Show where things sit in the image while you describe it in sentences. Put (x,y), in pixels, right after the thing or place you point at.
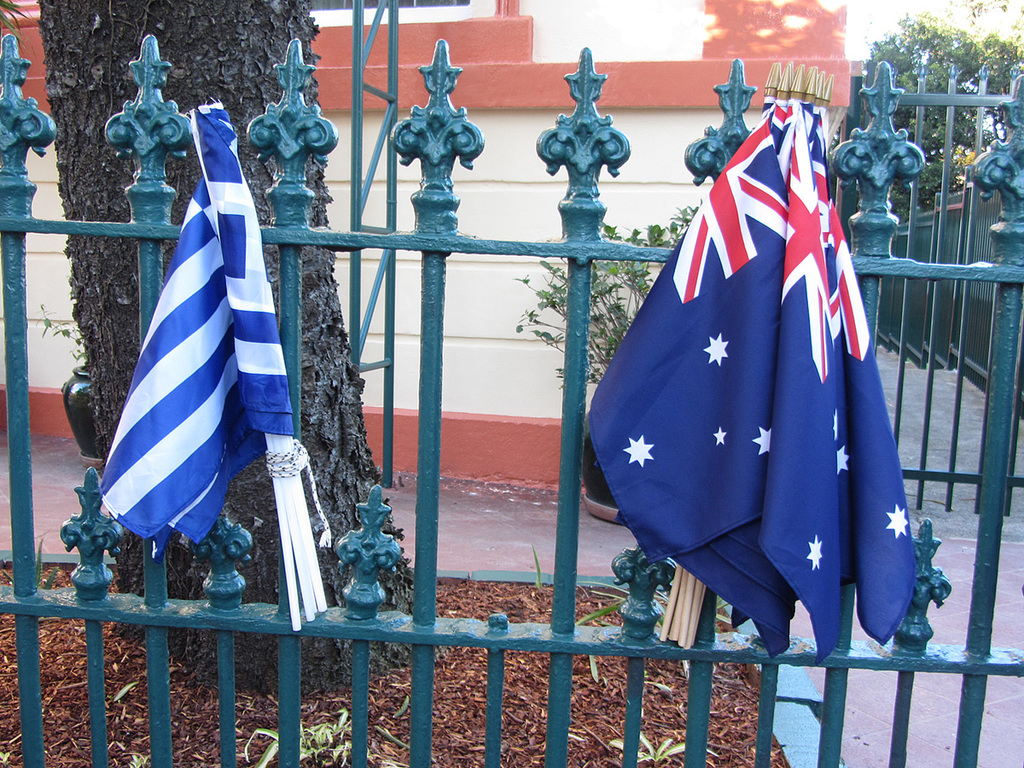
In this picture there are two flags (610,436) tightened to a iron fence (388,559) which is in green color behind it and there is a tree trunk (235,78) and a building (509,48) in the background (738,56).
